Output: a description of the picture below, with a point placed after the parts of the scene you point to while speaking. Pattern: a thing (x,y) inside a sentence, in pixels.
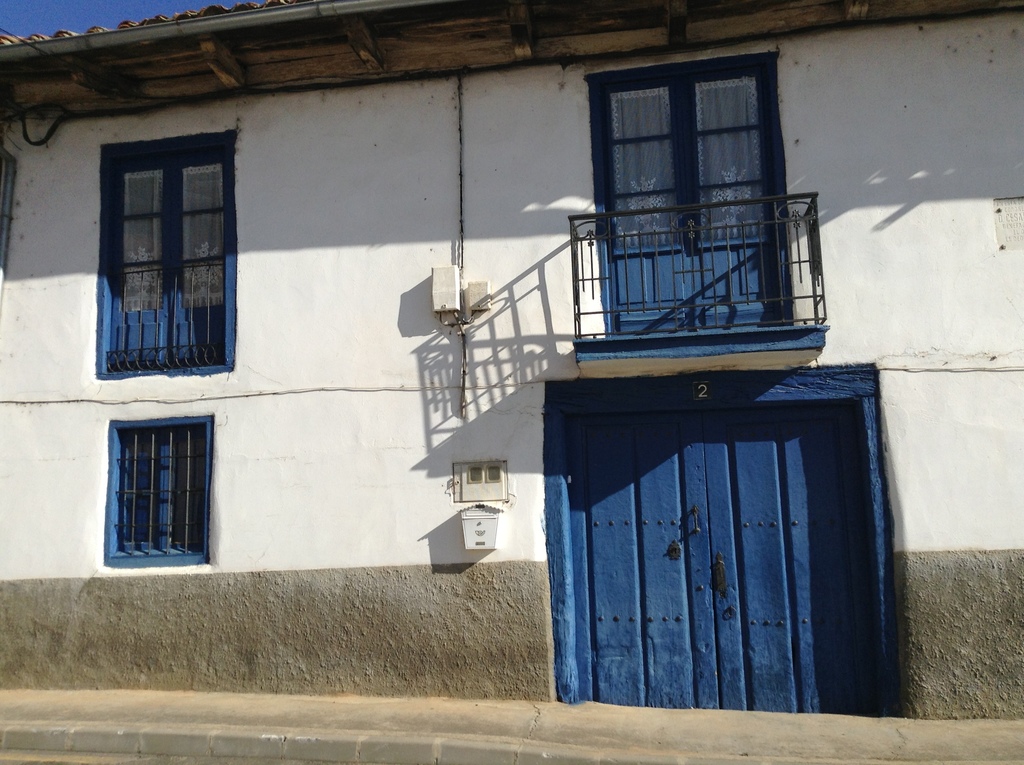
In the picture we can see a house building (968,691) with a white color wall (505,530) and some windows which are blue in color and we can also see a door (689,698) which is blue in color and just the top of the door (617,672), we can see another door (629,293) with a railing (600,297) and to the wall (451,422) we can see a pipe (462,75) and some box (466,522) which is white in color and some part of the sky (73,20).
